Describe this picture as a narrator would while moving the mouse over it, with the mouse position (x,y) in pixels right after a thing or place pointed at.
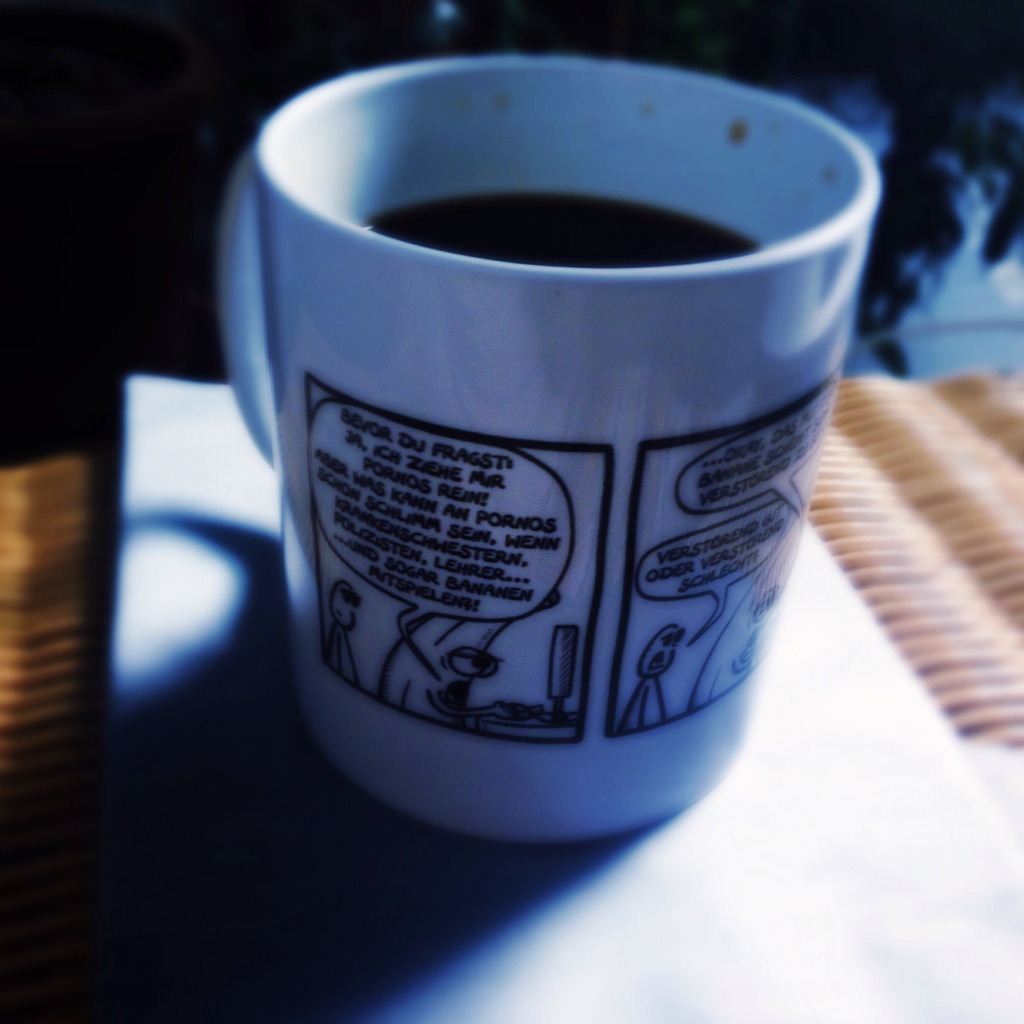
In the center of the image (395,525) we can see beverage (529,251) in cup (329,546) placed on the table (779,798).
